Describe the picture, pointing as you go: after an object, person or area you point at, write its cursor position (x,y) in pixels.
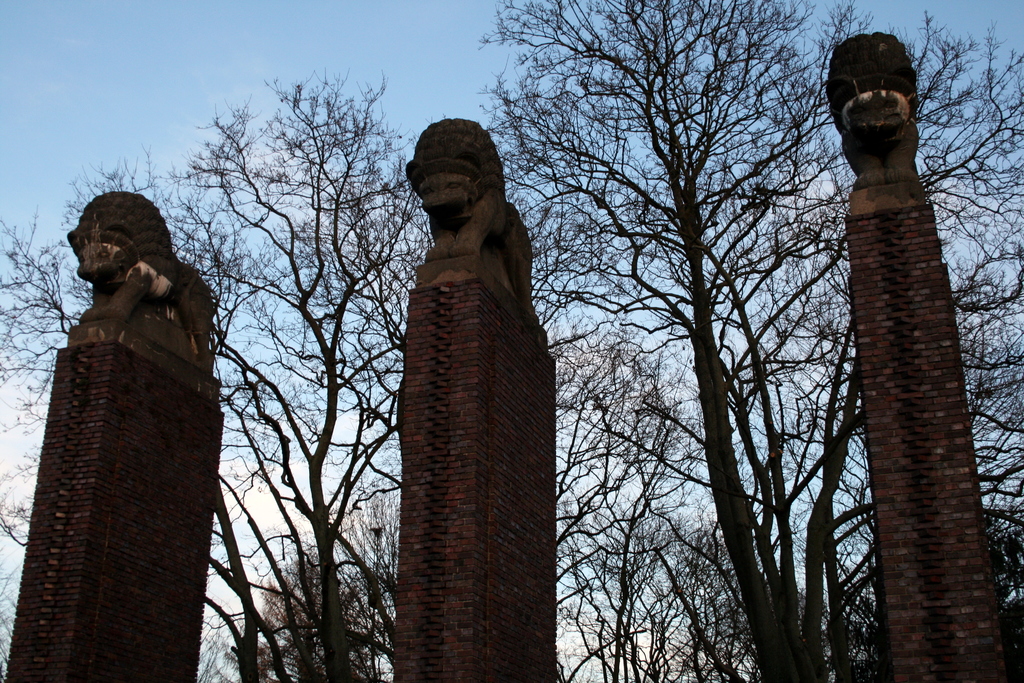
In this image in the center (465,440) there are three pillars (419,331) and three sculptures (901,138), and in the background (626,330) there are some trees (263,543). On the top of the image (223,47) there is sky (400,40).
